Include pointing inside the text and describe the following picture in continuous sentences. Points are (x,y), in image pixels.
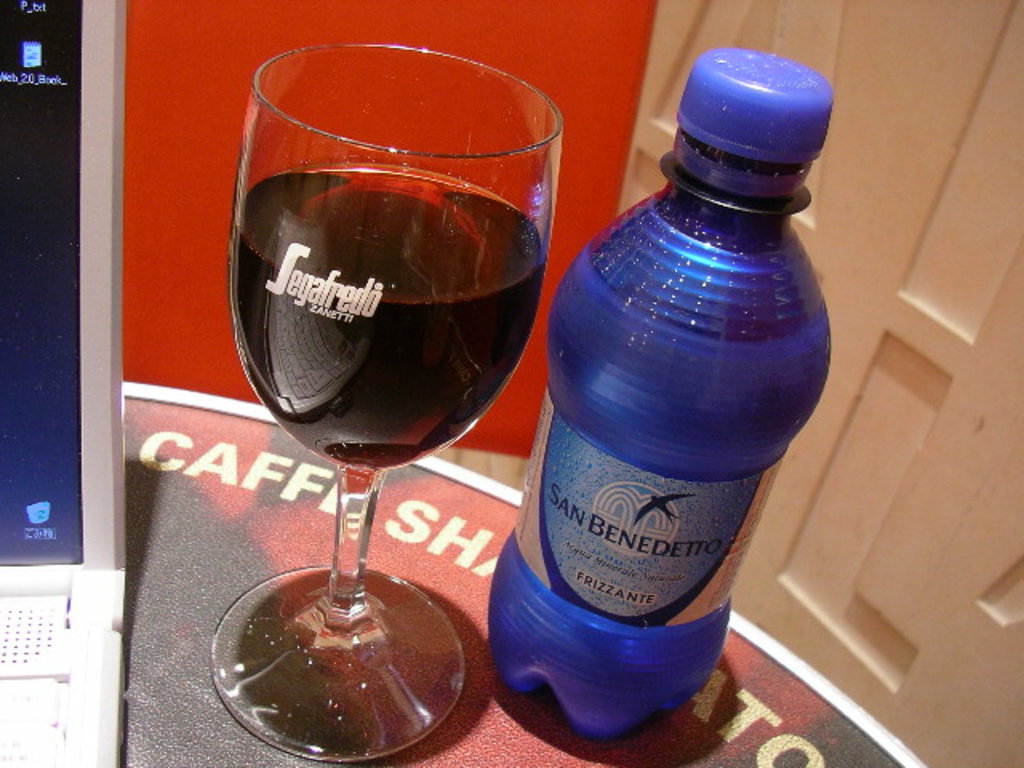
There is a bottle (577,306) and glass (369,372) on the table (203,648), beside them there is a laptop (17,341).
